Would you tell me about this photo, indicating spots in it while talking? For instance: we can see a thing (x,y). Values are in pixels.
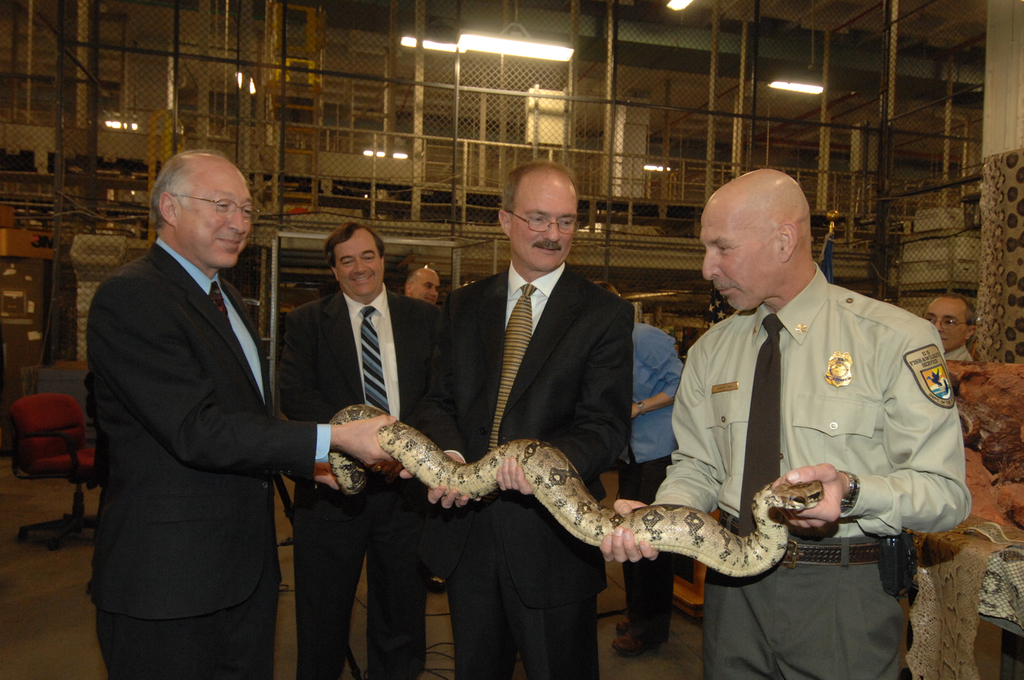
In the foreground of the image (773,652) there are people (837,504) standing wearing suits (558,358) and holding snake (423,434) in their hands (333,439). In the background of the image (378,68) there is fencing (156,111). There are rods (742,92), lights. To the left side of the image (77,416) there is a chair (53,400).
